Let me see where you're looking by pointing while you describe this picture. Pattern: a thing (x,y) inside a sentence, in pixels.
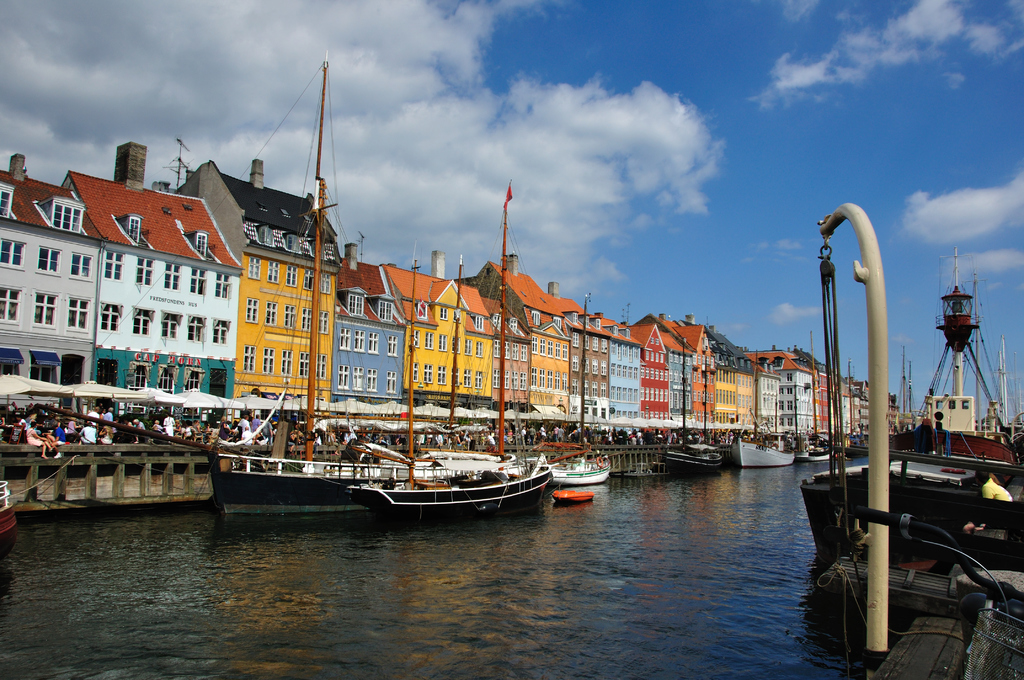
In this picture I can see there is a river (609,586) and there are few boats (161,436) sailing on the water (371,600). In the backdrop (616,430) there are huge number of people (633,434) standing and there are many colorful buildings (674,412).
